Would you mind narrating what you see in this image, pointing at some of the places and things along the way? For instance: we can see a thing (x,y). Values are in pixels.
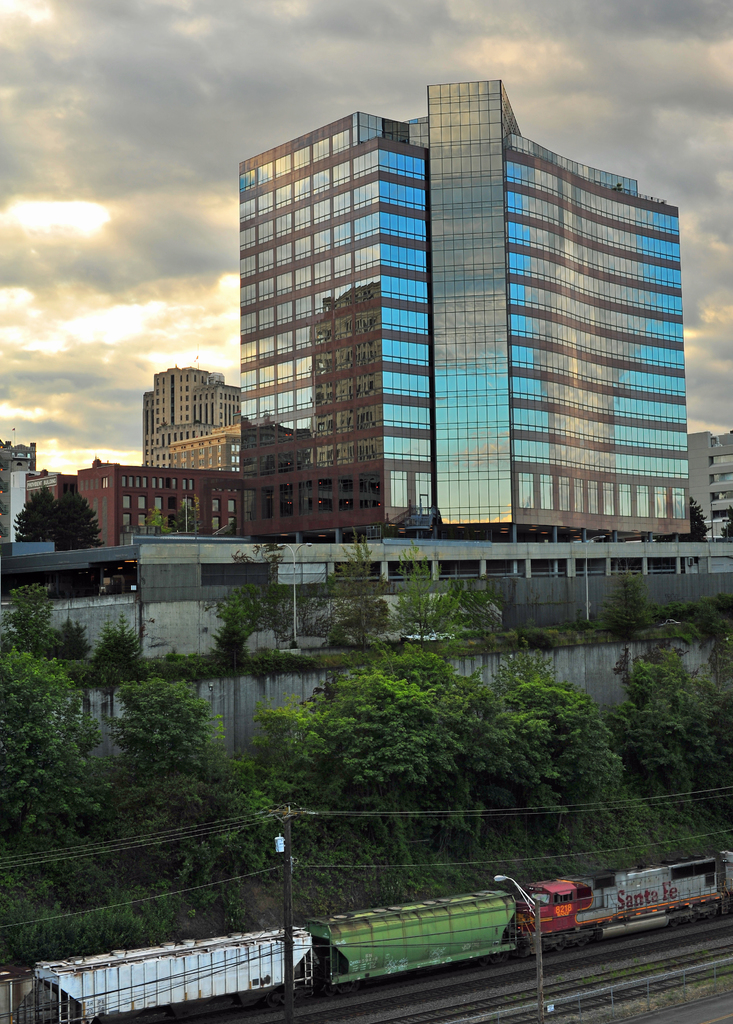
In this image I can see the train (389,931) on the track (295,1006). The train (345,955) is in white, green and red color. To the side of the train (568,891) there are many trees (420,712). In the back (383,544) I can see many buildings (344,503), clouds (167,20) and the sky (148,341).
